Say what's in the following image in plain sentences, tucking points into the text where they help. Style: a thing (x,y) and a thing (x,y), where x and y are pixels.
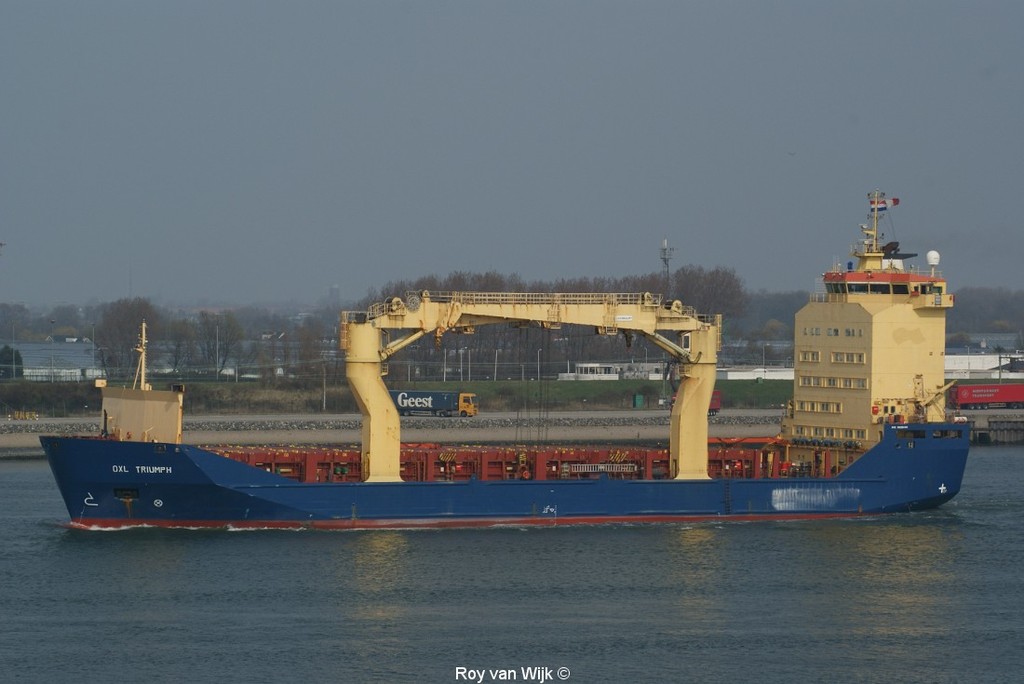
In this picture we can see boat (958,425), trucks (974,390), building (1005,357), bridge (681,372), mesh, trees (694,274), tower (666,240) are there. At the bottom of the image (521,611) we can the water (555,528). At the top of the image (585,103) there is a sky (629,183).
